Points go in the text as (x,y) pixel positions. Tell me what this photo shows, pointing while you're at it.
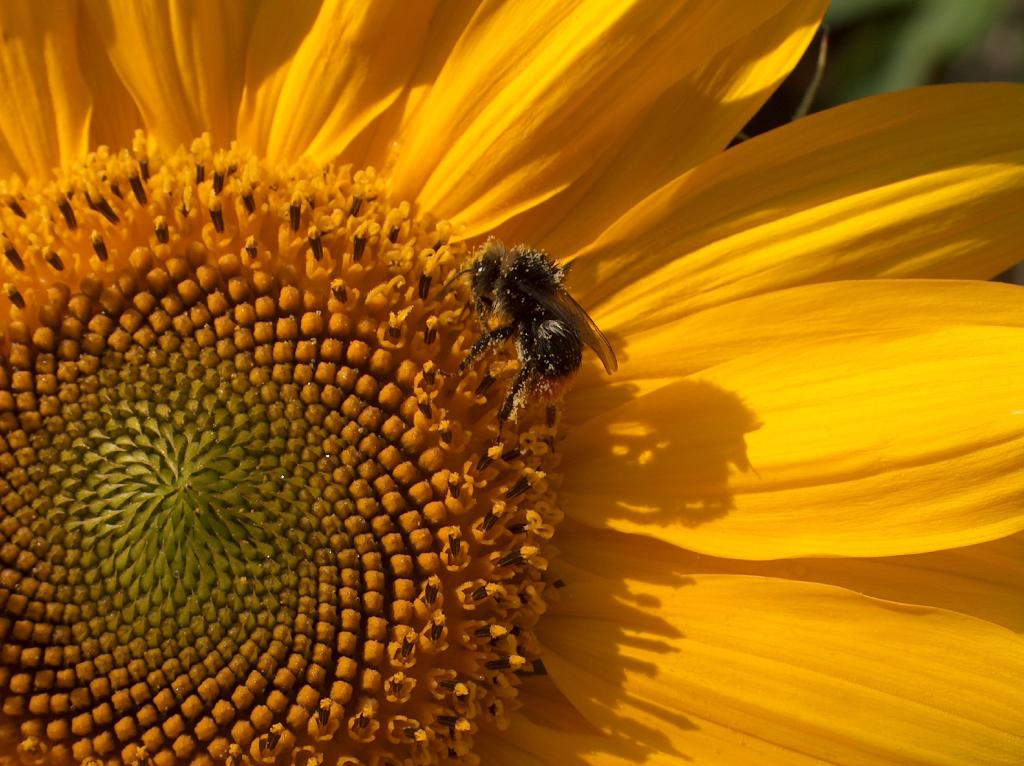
In the image we can see there is a bee (523,354) on the sunflower (414,626).
